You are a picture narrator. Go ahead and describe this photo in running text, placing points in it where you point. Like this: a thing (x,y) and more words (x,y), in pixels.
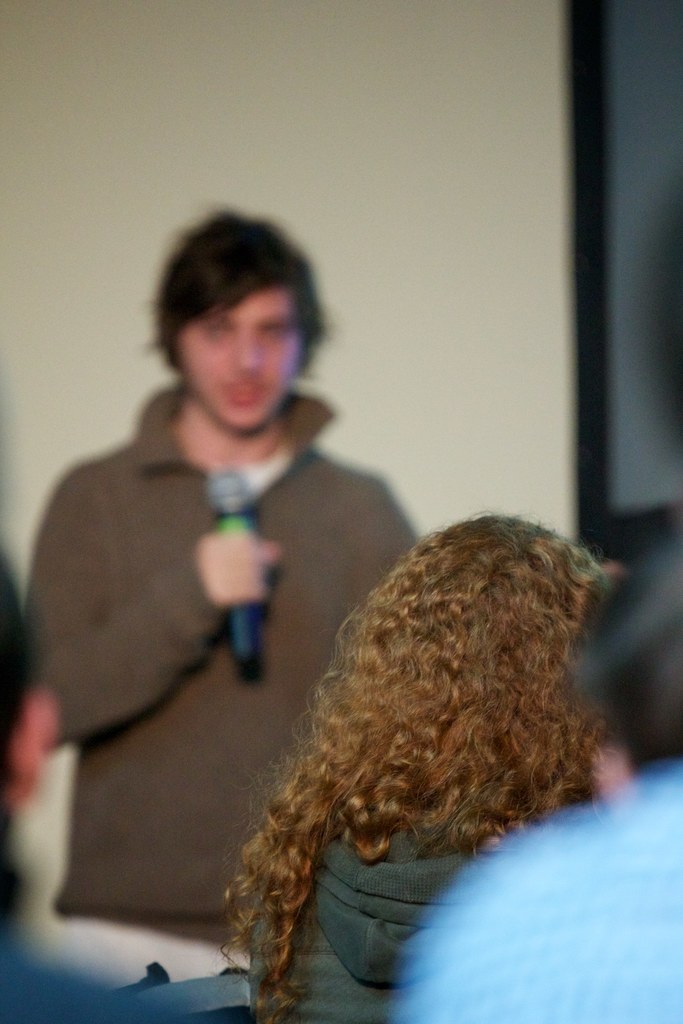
In this image there is a person (241,707) standing and holding a mic (247,611). At the bottom (248,864) there are people (462,830). In the background (544,313) there is a wall (390,194).
